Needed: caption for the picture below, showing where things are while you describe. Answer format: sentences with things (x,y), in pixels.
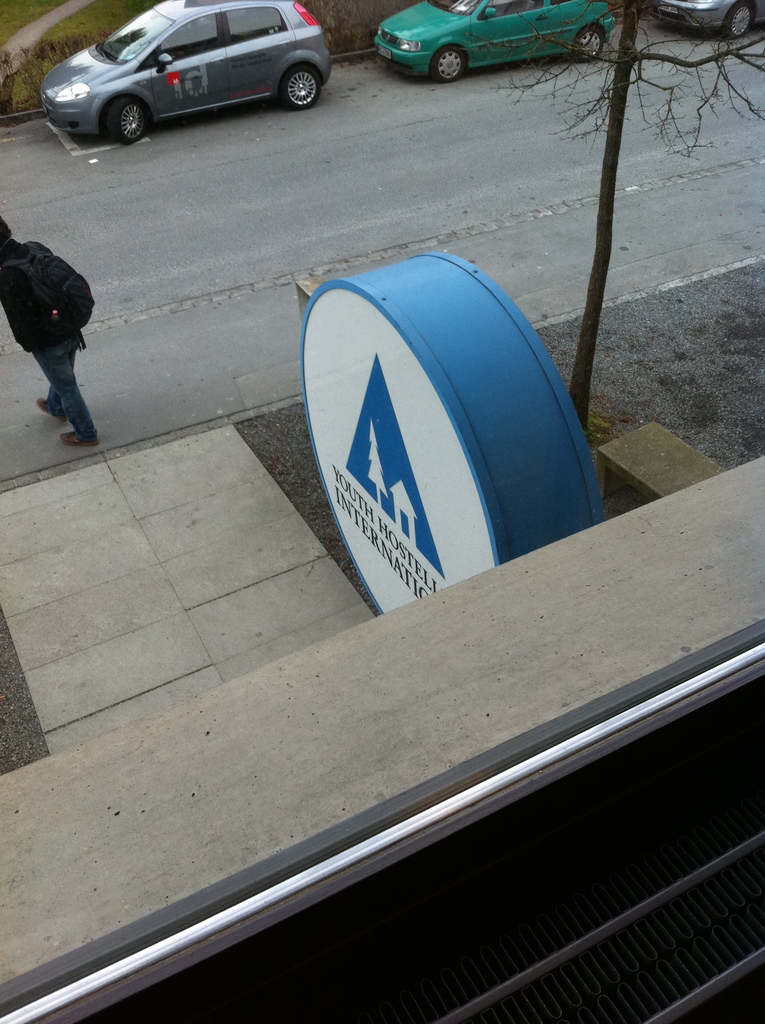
There is a white and blue color object (414,374) which has something written on it and there is a person (42,334) standing in the left corner (63,334) and there are few vehicles (287,87) on the road (382,83).
